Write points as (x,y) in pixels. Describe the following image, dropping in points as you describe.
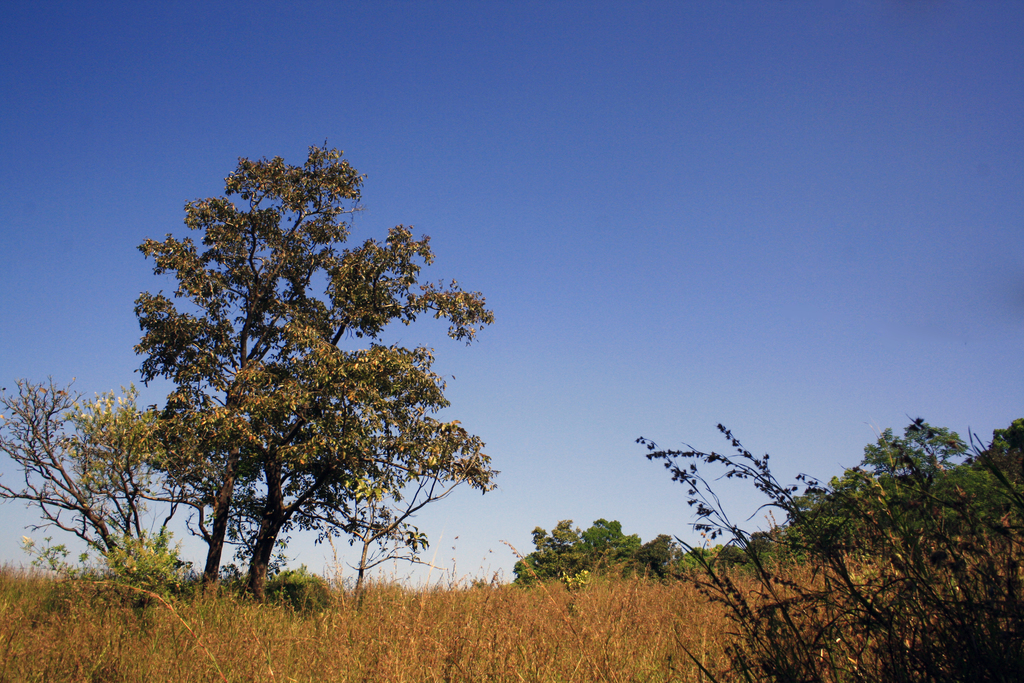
In this picture we can see trees (951,500) and in the background (160,280) we can see the sky (554,320).
